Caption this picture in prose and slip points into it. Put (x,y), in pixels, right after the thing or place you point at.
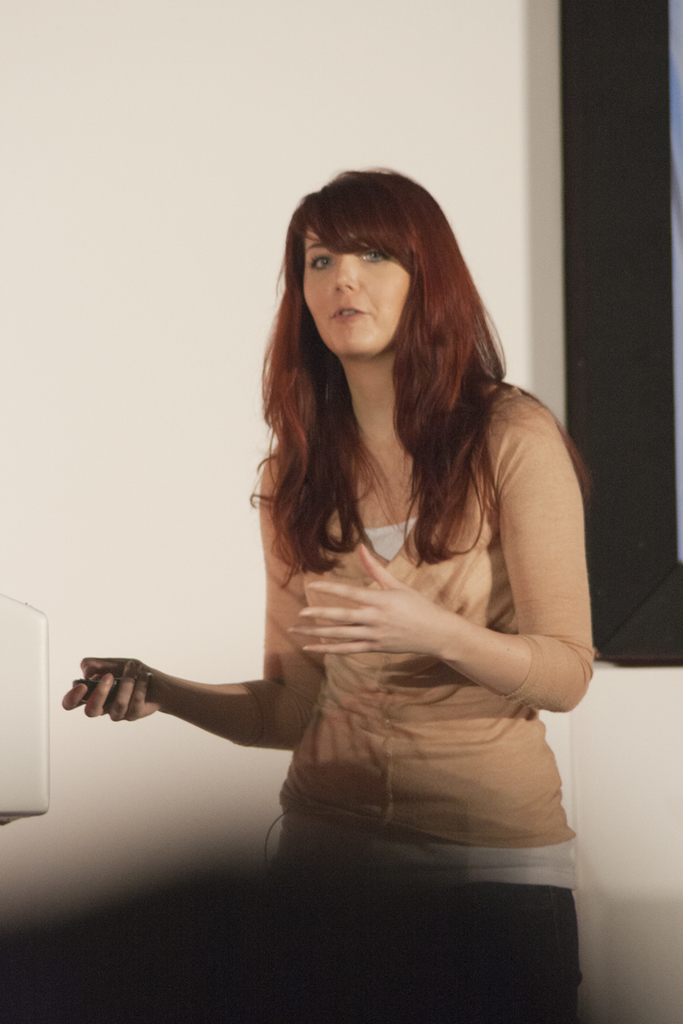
In this picture there is a woman (511,675) standing and talking, behind her we can see a wall (333,157) and an object (579,193). On the left side of the image (1,618) we can see a white object (8,602).
